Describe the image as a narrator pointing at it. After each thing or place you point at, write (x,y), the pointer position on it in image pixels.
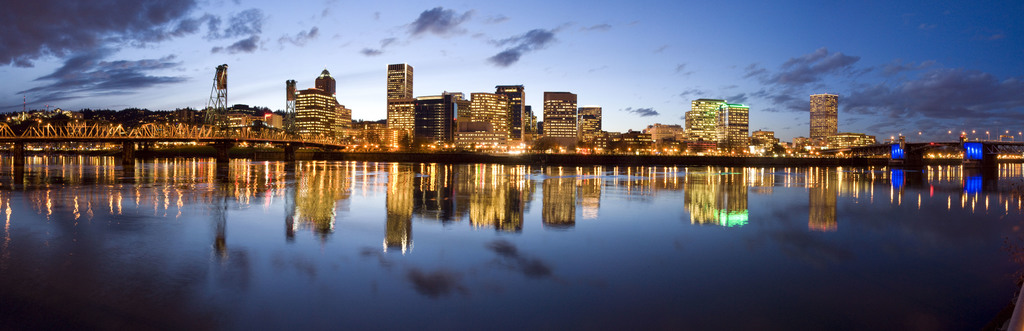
In the picture I can see water (141,211), I can see tower buildings (394,94), bridge (108,131) on the left side of the image (90,131), I can see lights (748,143), and dark sky (297,16) with clouds (133,18) in the background (435,76).
